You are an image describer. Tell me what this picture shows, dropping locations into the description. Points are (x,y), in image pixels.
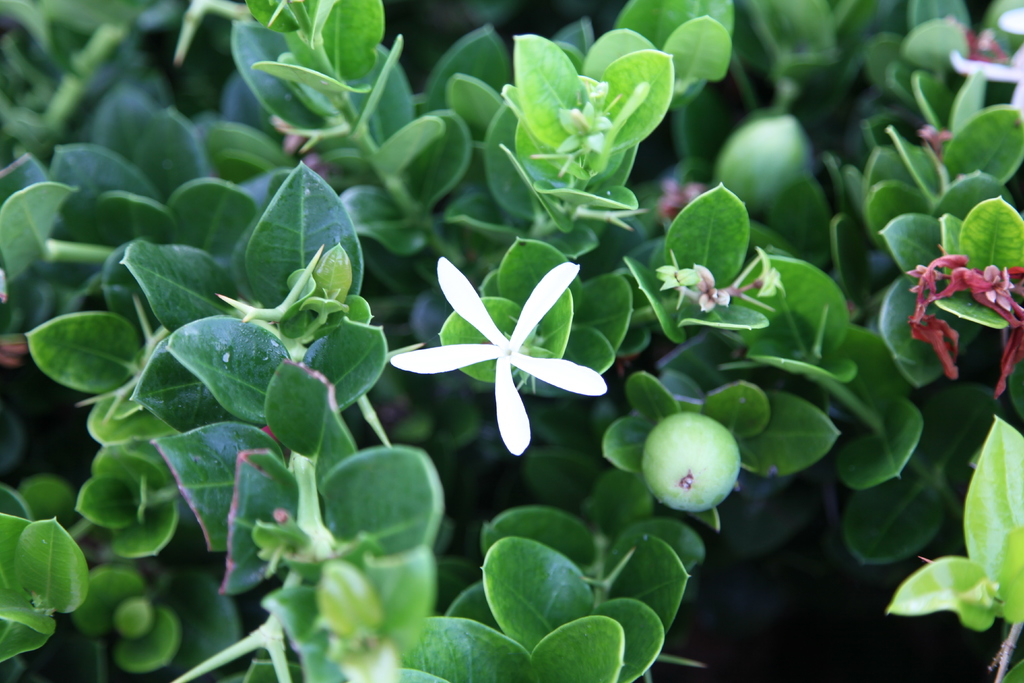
In this picture we can see leaves (618,502) and flowers (593,371).
